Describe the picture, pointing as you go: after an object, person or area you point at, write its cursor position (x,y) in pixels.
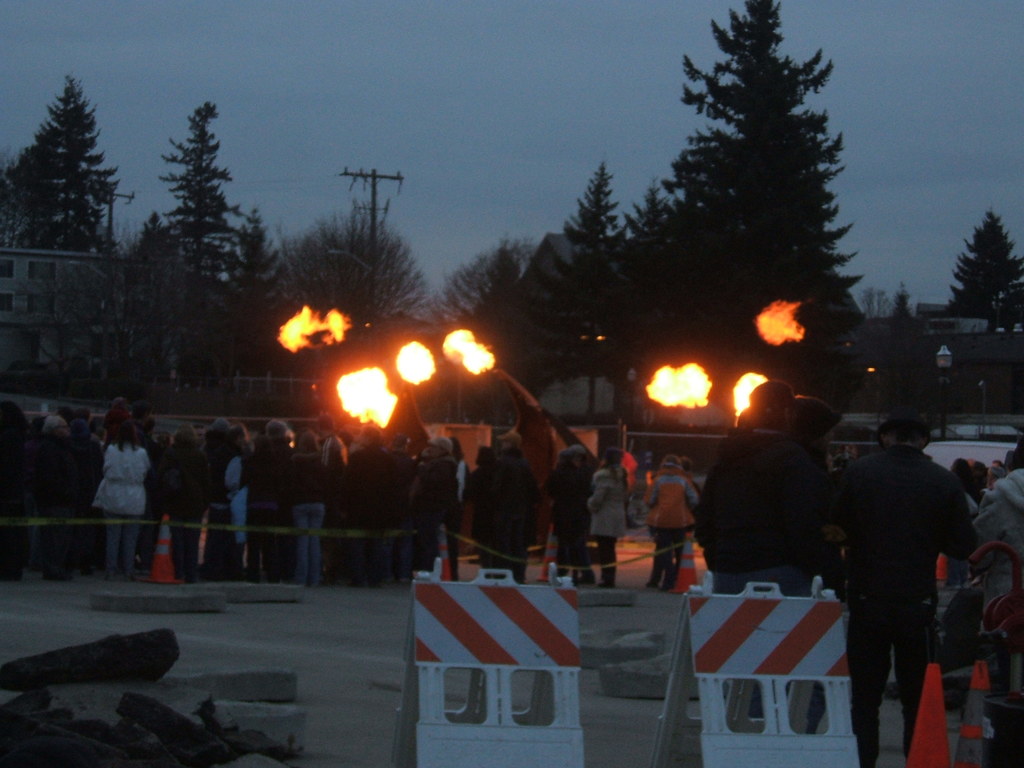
In the image we can see there are people (510,553) standing in a queue (418,484) and in front (570,634) there are barricades (803,653) and traffic cones (926,720). Behind there are lot of trees (539,358) and fire (352,378) is coming from a structure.
